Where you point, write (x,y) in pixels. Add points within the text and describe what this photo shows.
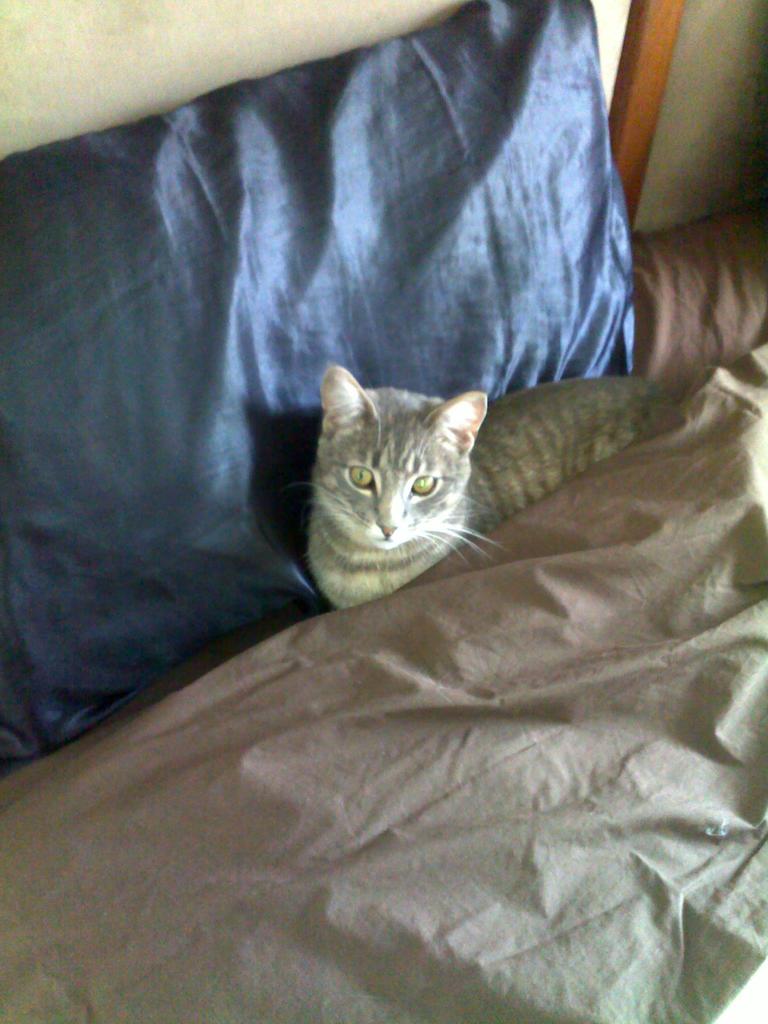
In this picture I can see a cat (417,551) on the bed (495,609). I can also see a pillow (342,320) and blanket (472,756). In the background (101,79) I can see a wall (235,58).
